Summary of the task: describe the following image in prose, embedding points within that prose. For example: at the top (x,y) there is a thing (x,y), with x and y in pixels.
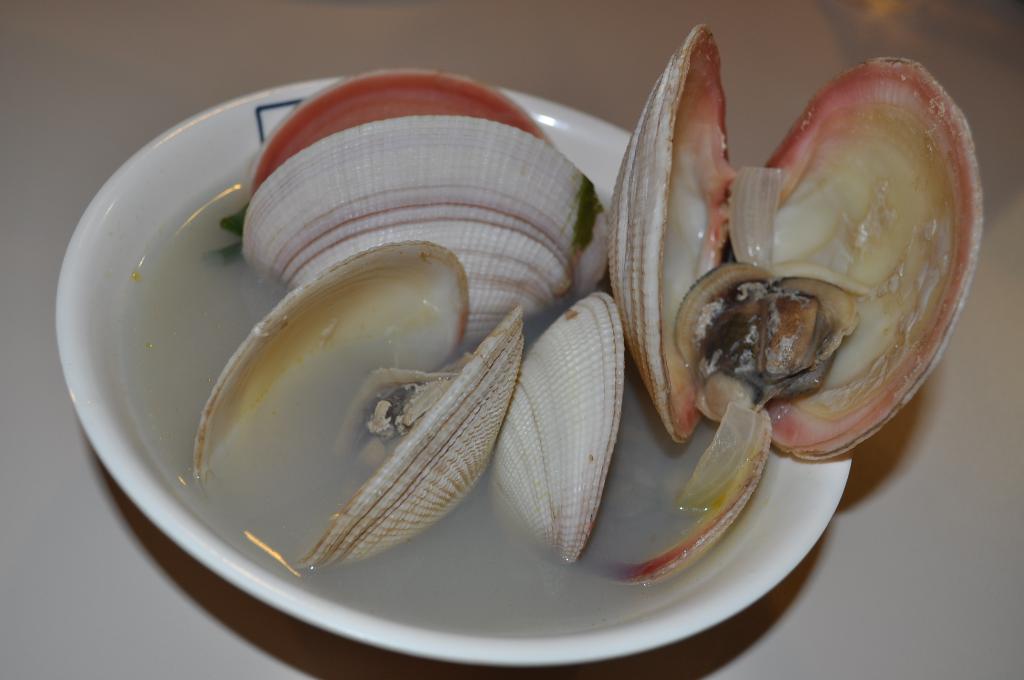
In the center of the image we can see one table (78,502). On the table (77,610), we can see one bowl (501,467). In the bowl (519,443), we can see water (495,499) and shells (527,402).
